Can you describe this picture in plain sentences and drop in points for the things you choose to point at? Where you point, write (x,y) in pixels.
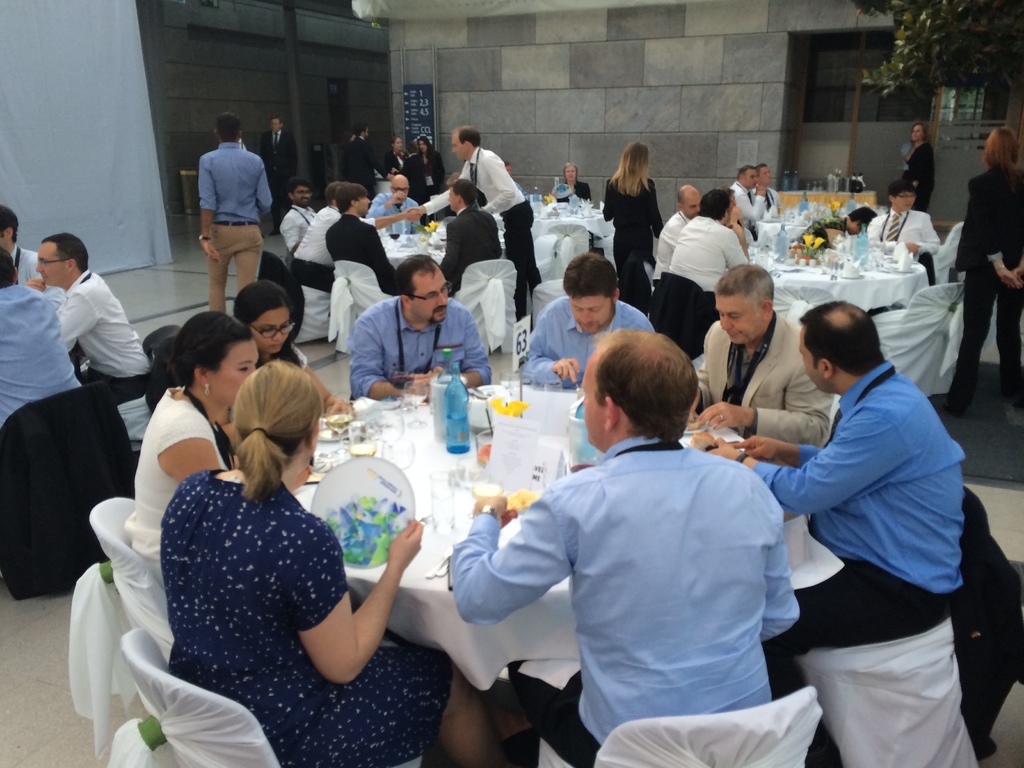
In this image I can see few people (293,327) are sitting on the chairs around the tables (847,280) which are covered with white clothes (453,645). On the table (422,601) I can see few glasses (385,412), bottles (460,396) and plates (481,396). On the right top of the image (935,58) there is a tree (949,57). In the background (646,64) I can see a building (600,111). On the left top of the image (117,83) there is a curtain (86,167).
